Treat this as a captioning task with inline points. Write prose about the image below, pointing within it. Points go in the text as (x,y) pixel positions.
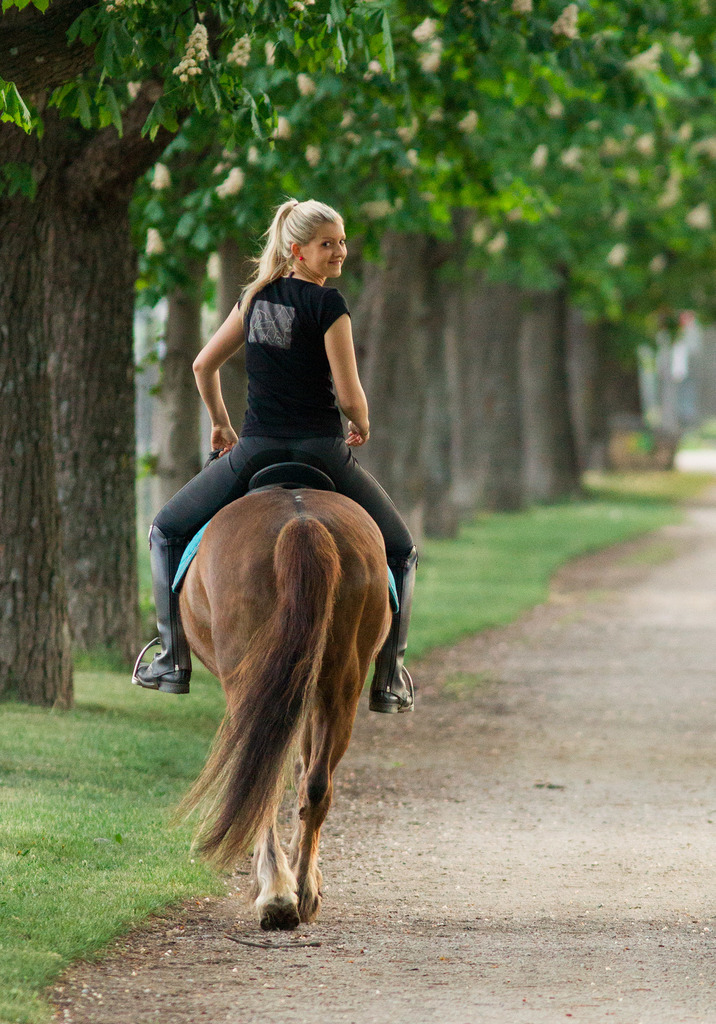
This Picture describe about a girl (281,427) wearing black t-shirt (293,421), pant (369,497) and shoe (385,676) is riding the brown horse (248,556) from the corner of the road (241,958), where we can see the trees (563,390) and grass (39,722) on the ground (1,819).
